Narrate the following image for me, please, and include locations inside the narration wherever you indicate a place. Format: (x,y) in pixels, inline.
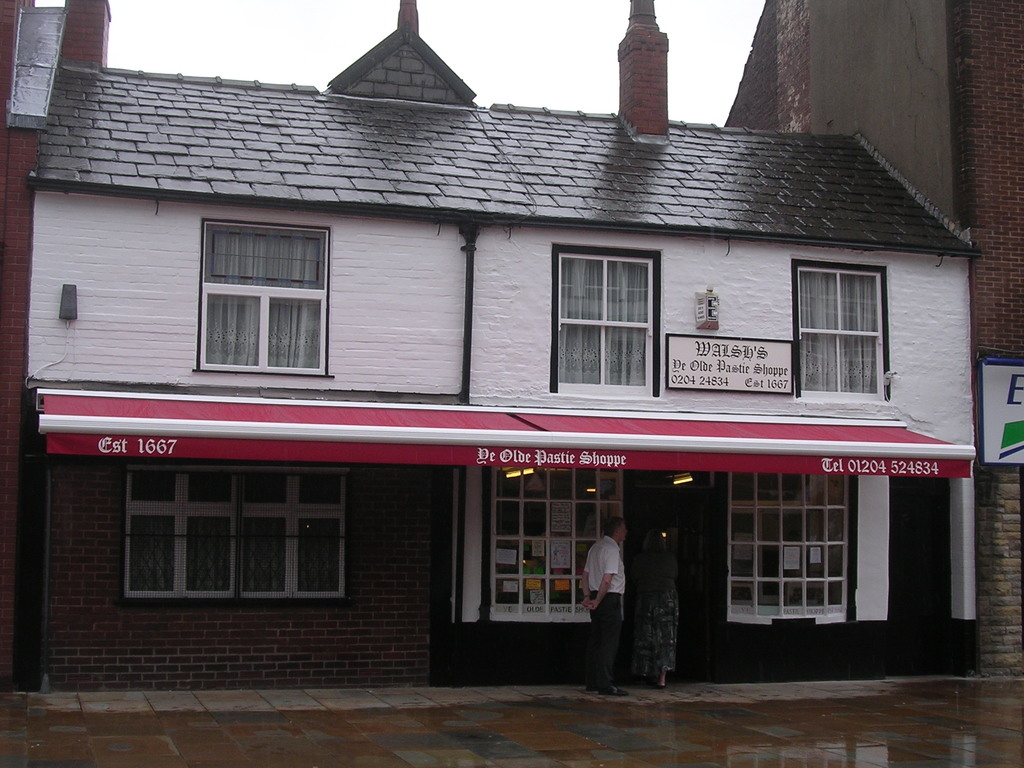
In this image we can see water (628,730) on the road (729,727), we can see this person (672,602) is standing here, we can see building (135,452) with glass windows (794,487), board (754,388) here. Here we can see the brick building (891,96) and the sky (192,51) in the background (192,51).
